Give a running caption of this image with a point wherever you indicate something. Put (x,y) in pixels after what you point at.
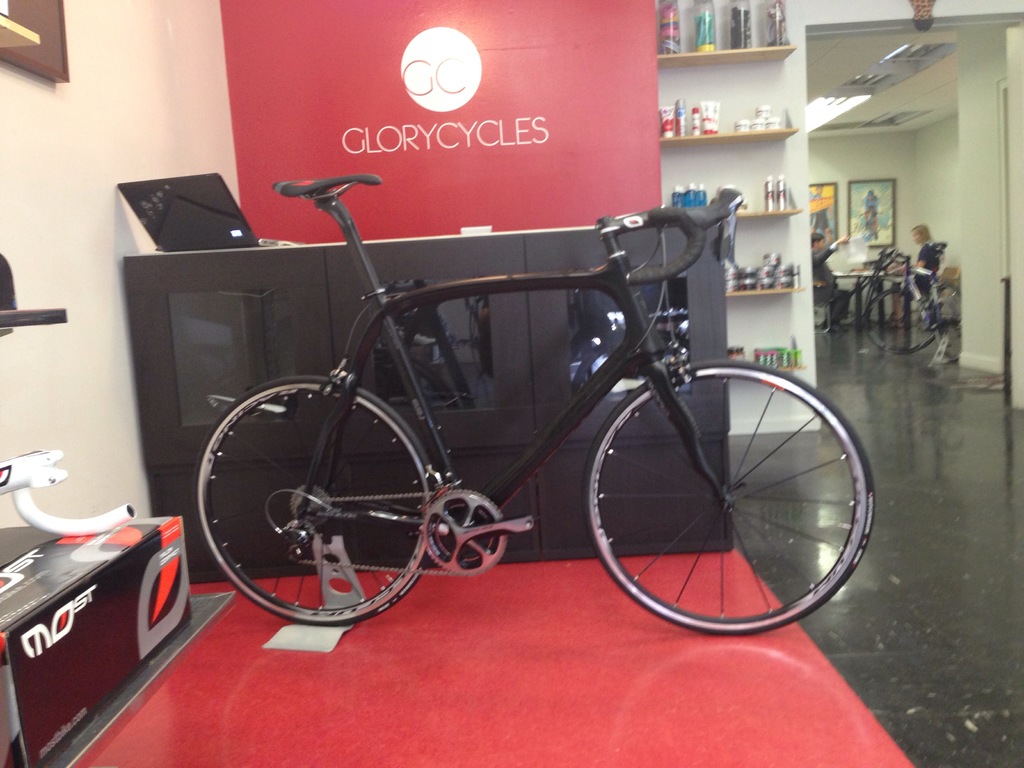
In this picture we can see a bicycle (399,429) is placed on the surface (599,671), behind we can see some boards (537,257), shelves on which we can see some objects (704,17) are placed, right corner of the image (843,279) we can see few people (847,308) and we can see some objects (873,196) around.
